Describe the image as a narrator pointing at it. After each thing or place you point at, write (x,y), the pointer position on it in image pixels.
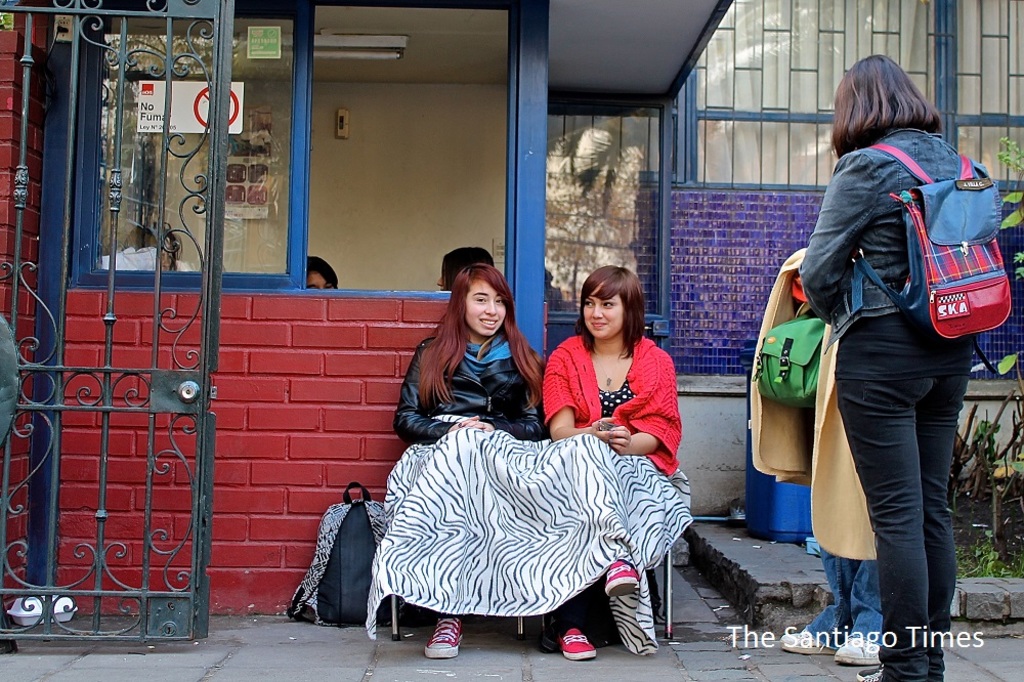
These two persons (487,504) are sitting. We can see bag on the floor (318,644). This person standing and wear bag (974,194) and holding bag (803,395), cloth (797,263). On the background (674,158) we can see wall (456,201), glass window (795,128). On the top (377,56) we can see light (361,56). This is gate (103,408).
